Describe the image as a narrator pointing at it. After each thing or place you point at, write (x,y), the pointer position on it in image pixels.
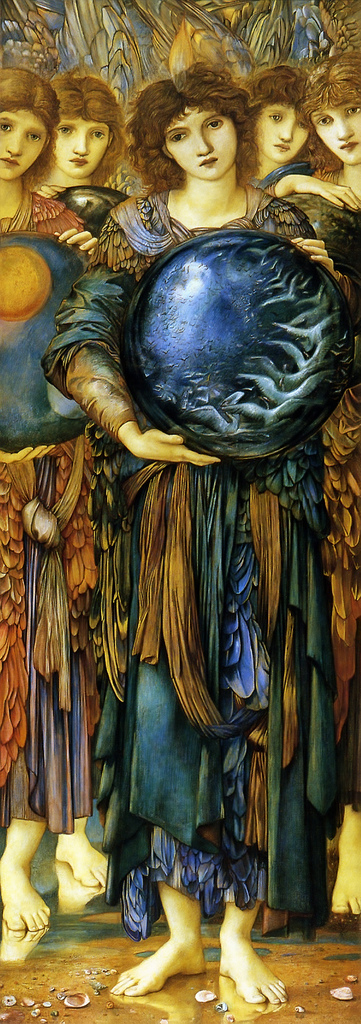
In this image there is a painting (220,288) of the few people (170,594) standing and holding some objects (320,325) in their hands (358,203).
